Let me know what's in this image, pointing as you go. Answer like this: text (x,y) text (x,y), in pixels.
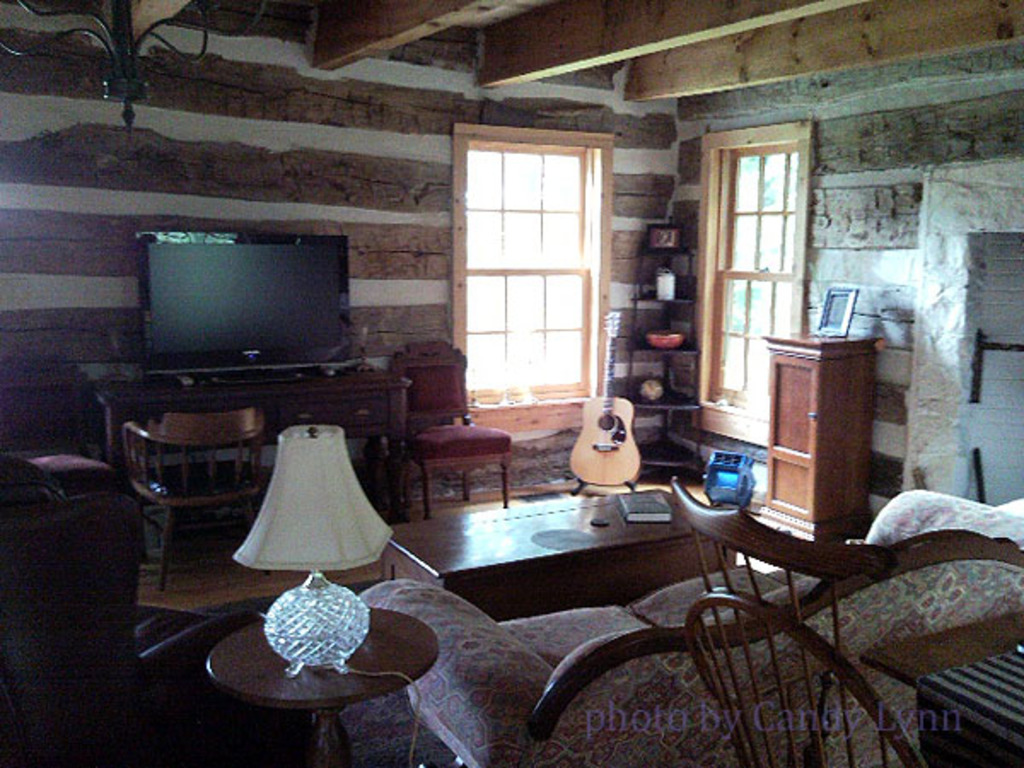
In this picture we can observe a room (318,504). There is a lamp (278,624) on the table (281,677). We can observe a chair (769,622) and sofa (614,629). There is television (251,267) placed on the table (204,376). We can observe a guitar (588,419) and a window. In the background (619,387) there is a wall (191,181).
